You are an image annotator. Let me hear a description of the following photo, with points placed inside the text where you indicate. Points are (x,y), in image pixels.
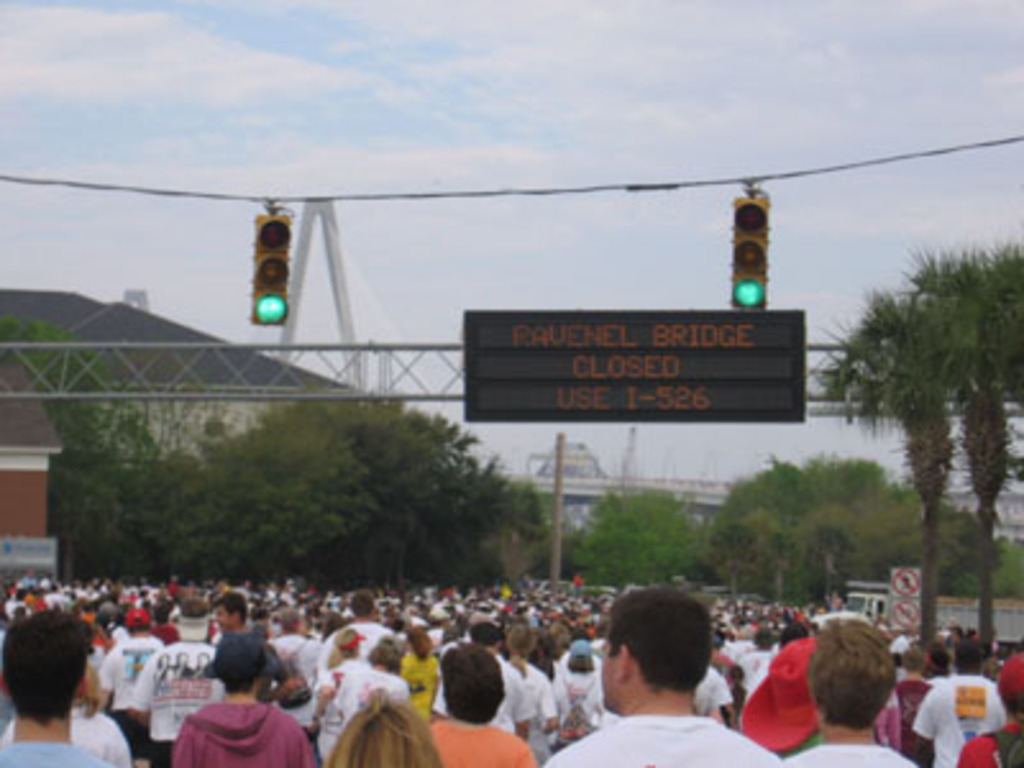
In this image in front (116,749) there are people (483,636). In the center of the image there are traffic lights (754,264). There is a display board (658,336). In the background of the image (402,434) there are trees (294,448), buildings (53,436) and sky (652,29). On the right side of the image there are boards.
